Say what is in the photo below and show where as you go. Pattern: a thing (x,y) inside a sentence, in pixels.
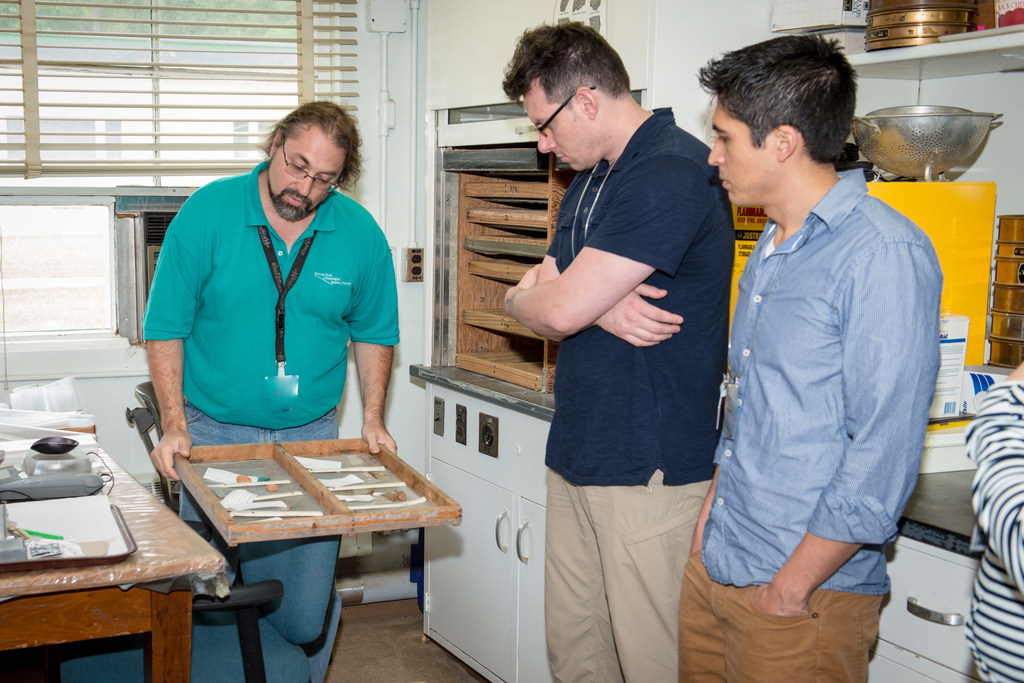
There are group of persons (545,312) standing in this image. In the background (473,124) there is a wardrobe (501,461), window (138,117), wall (1007,119). The person (354,331) on the left side (312,335) wearing a green colour t-shirt (291,354) is holding an object (321,496) in his hand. At the left side (123,564) on the table (182,557) there are objects (56,497) kept. And at the right side (733,339) there are three person (719,420) standing.
